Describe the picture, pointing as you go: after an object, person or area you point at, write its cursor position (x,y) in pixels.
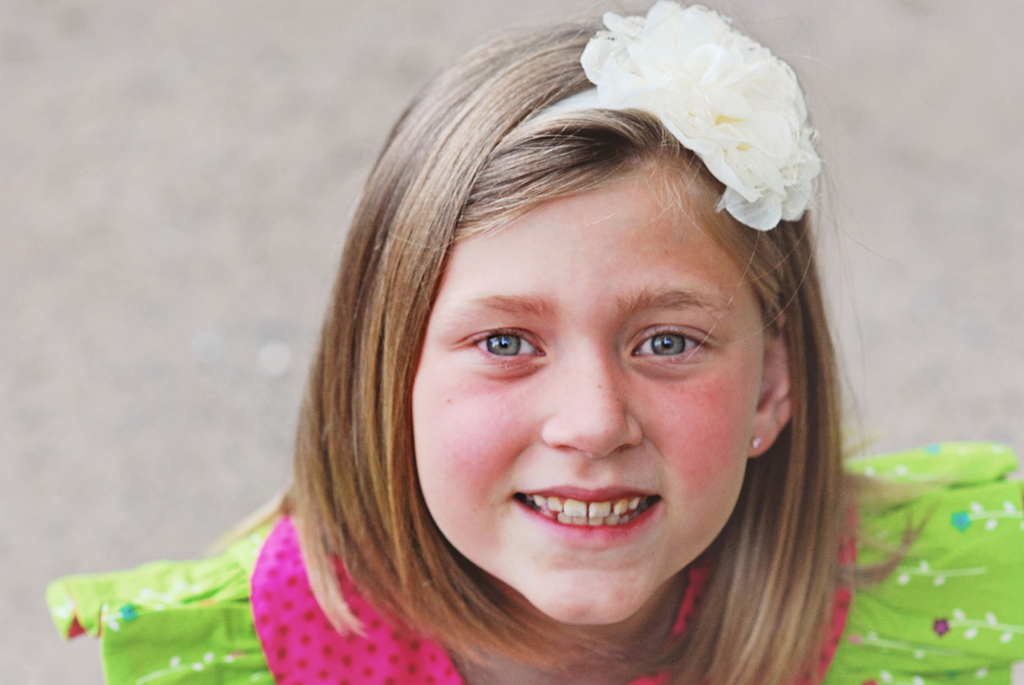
In the center of the image (508,385) we can see a girl (642,536) smiling. She is wearing a green dress (925,573).
